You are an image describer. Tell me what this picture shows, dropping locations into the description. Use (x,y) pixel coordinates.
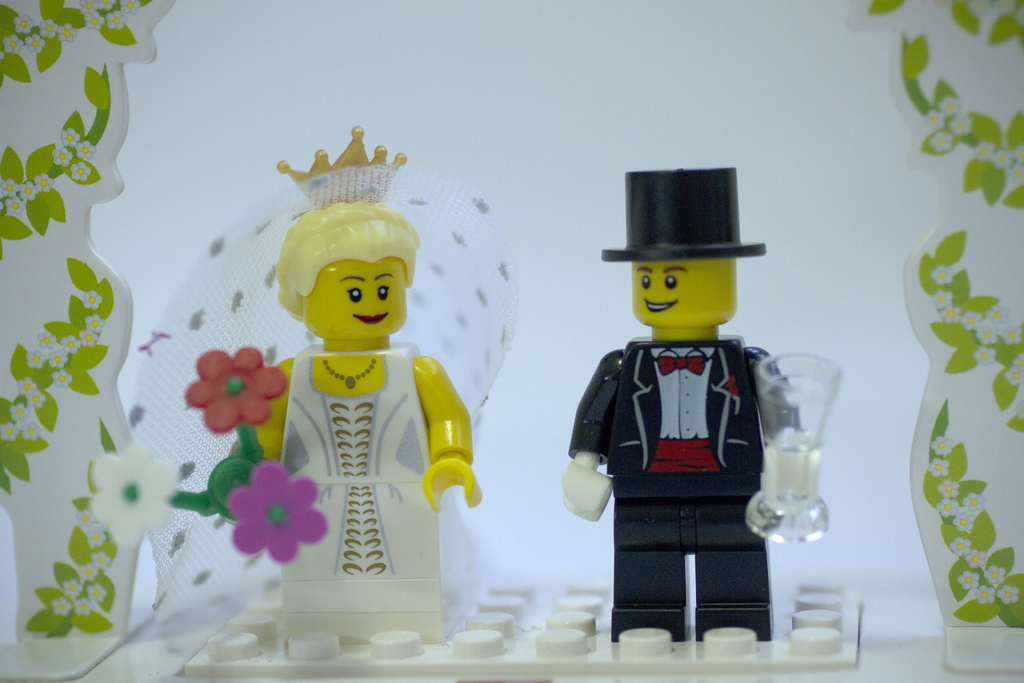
In this image we can see some toys (622,432) which are placed on the surface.
